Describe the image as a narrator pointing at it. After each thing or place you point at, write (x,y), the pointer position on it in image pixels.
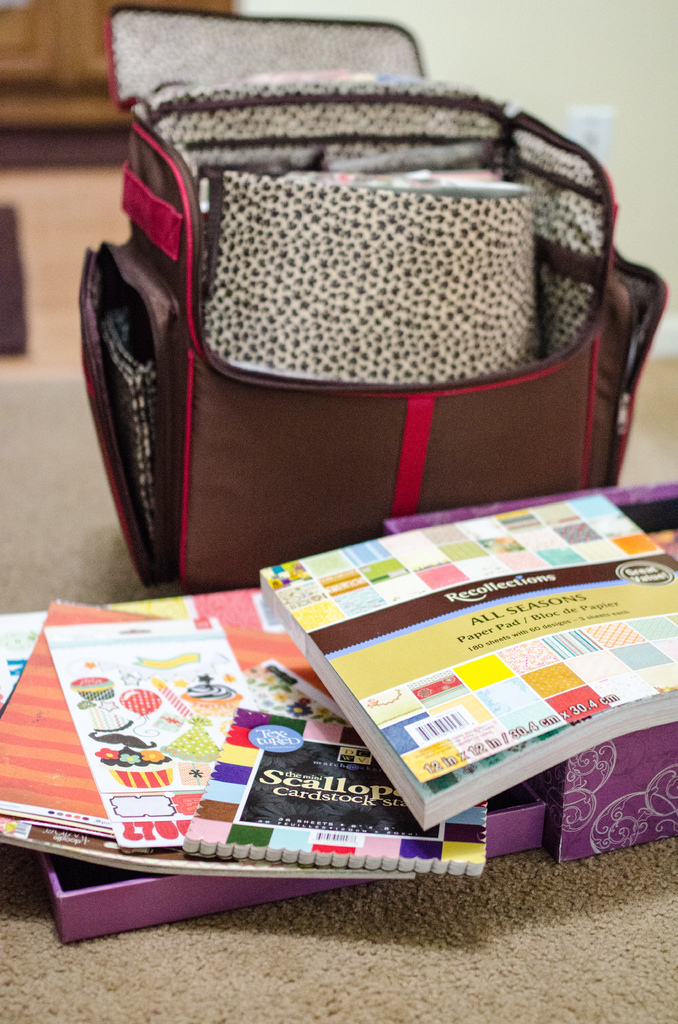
In the foreground of the picture (329,618) there are books (251,700), box (654,770), backpack (280,436) on the mat (173,962). The background (31,193) is blurred.
